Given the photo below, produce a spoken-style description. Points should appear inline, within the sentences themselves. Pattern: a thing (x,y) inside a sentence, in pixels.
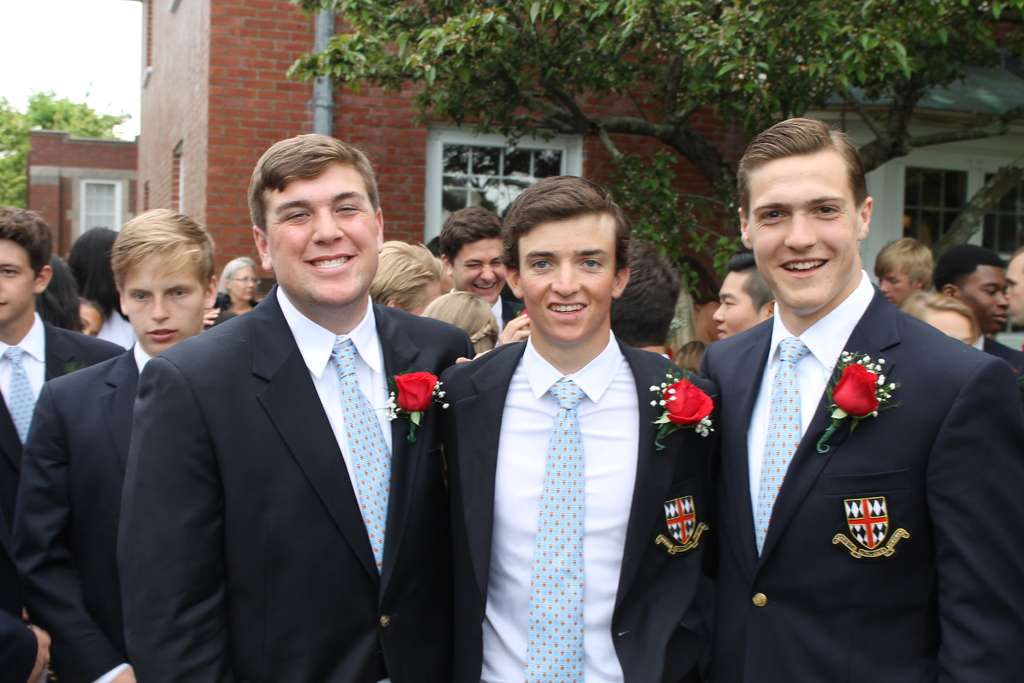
In front of the picture, we see three men (512,365) are wearing the white shirts (509,477) and the black blazers (728,569). They are standing and we see the red rose flowers (408,430) on their blazers (408,430). Three of them are smiling and they are posing for the photo. Behind them, we see the people (720,285) are standing. There are trees (685,289) and the buildings (452,153) in the background (220,99). These buildings (215,139) are in brown and white color. We see the windows (480,183).
